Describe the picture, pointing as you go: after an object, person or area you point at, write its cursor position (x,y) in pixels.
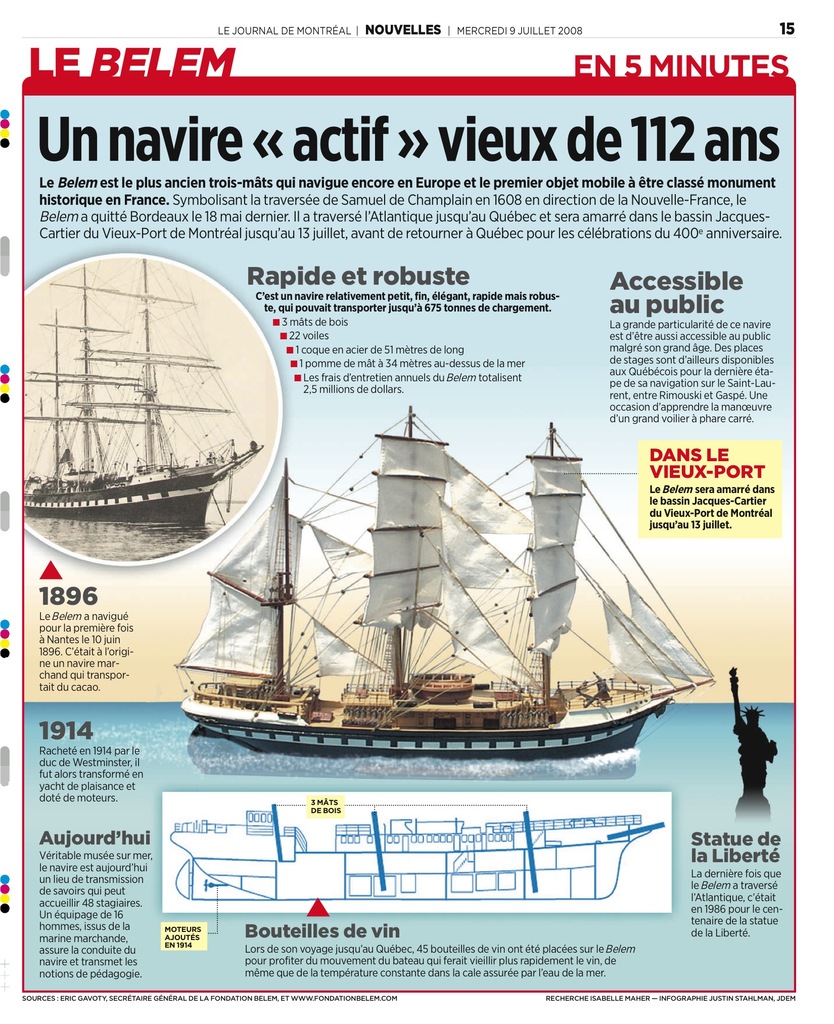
In this image we can see one poster (265,159) with text (271,142) and images (541,847).
